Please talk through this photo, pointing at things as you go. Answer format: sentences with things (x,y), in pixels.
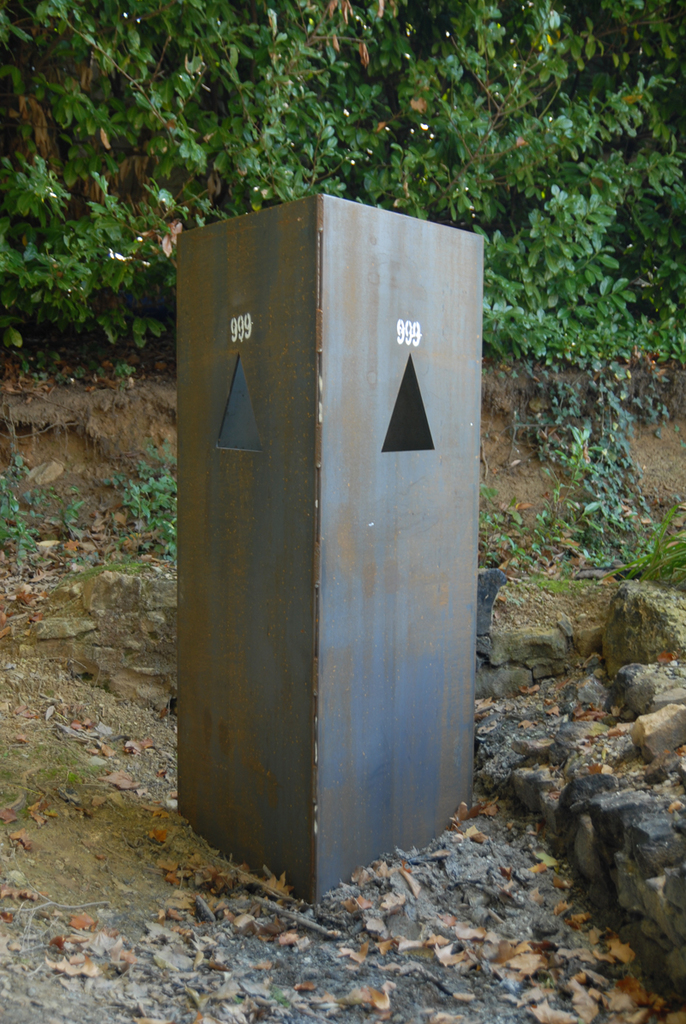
In the image we can see there is an iron box (410,565) kept on the ground (345,930) and the ground (345,926) is covered with dry leaves (629,950). Behind there are plants (352,123).
